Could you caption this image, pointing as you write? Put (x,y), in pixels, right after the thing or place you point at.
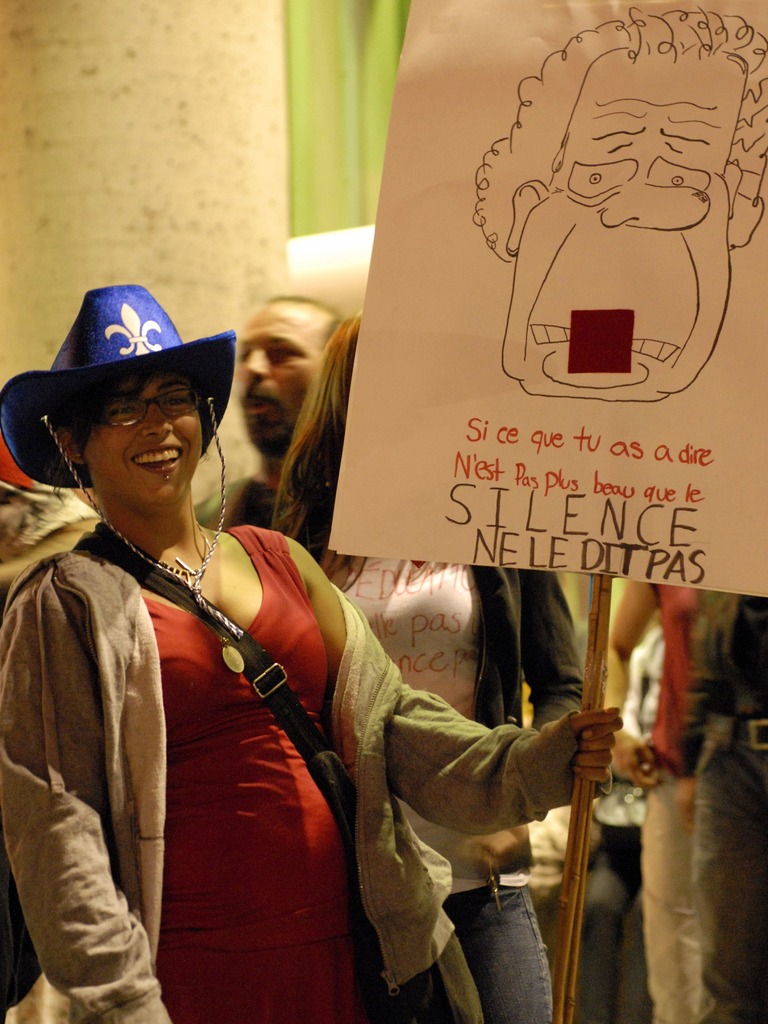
In this picture we can see a group of people (355,329) where a woman (355,992) holding a banner (607,308) with her hand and smiling and in the background (178,264) we can see wall (134,76).
